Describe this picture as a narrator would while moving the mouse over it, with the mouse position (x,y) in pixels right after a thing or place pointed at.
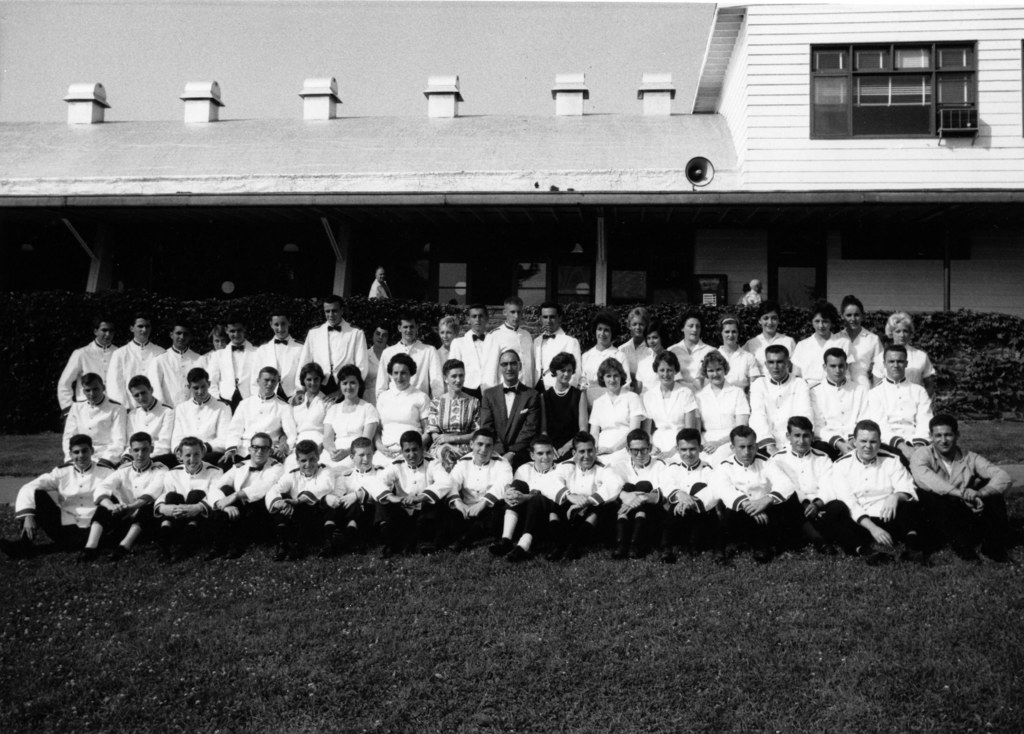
In this image we can see a group of people (308,423), among them some are sitting and some are standing, in the background (942,329), we can see a building (925,306) with the windows (439,267), pillars (603,267) and plants (624,321).
